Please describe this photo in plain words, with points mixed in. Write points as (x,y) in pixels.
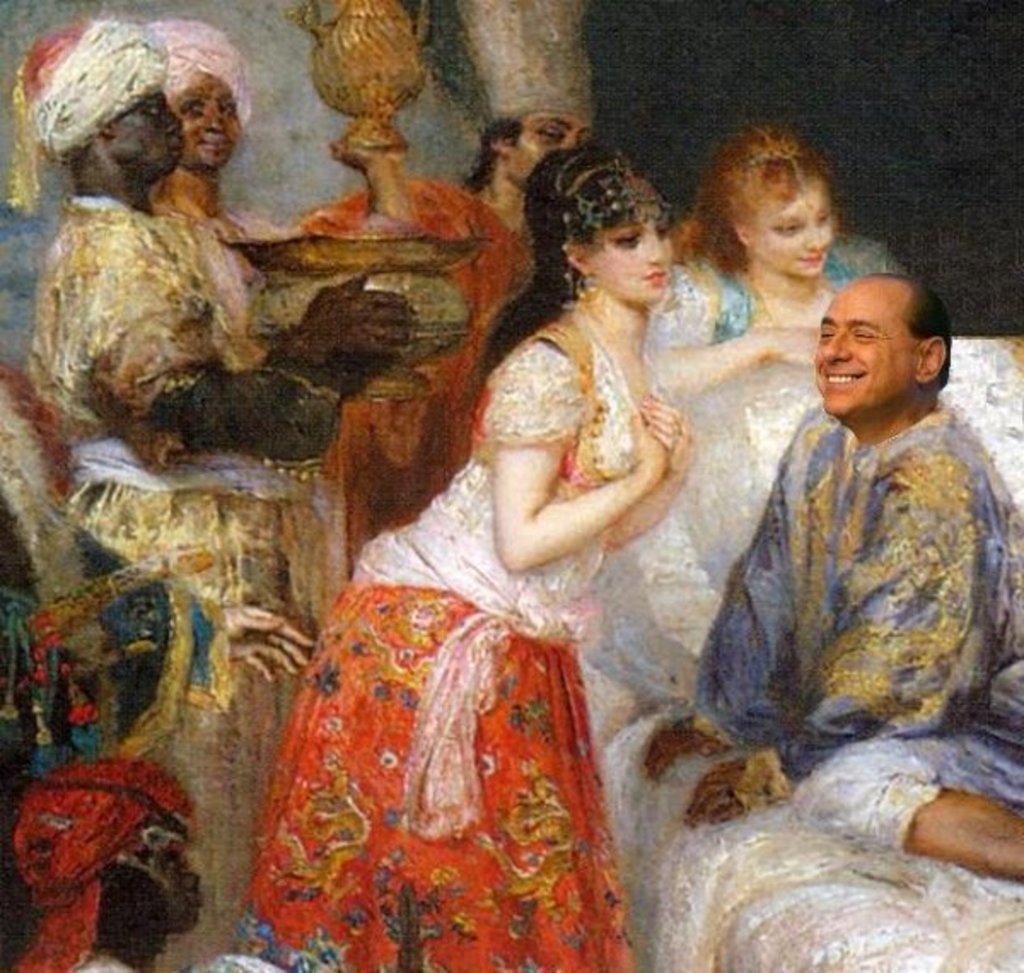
This image consists of a painting (404,616). In this image there are two women (447,583) and there are four men (383,414). Two men (337,377) are holding objects (367,275) in their hands (351,155). On the right side of the image (862,308) we can see the face (845,401) of a person (852,359).
